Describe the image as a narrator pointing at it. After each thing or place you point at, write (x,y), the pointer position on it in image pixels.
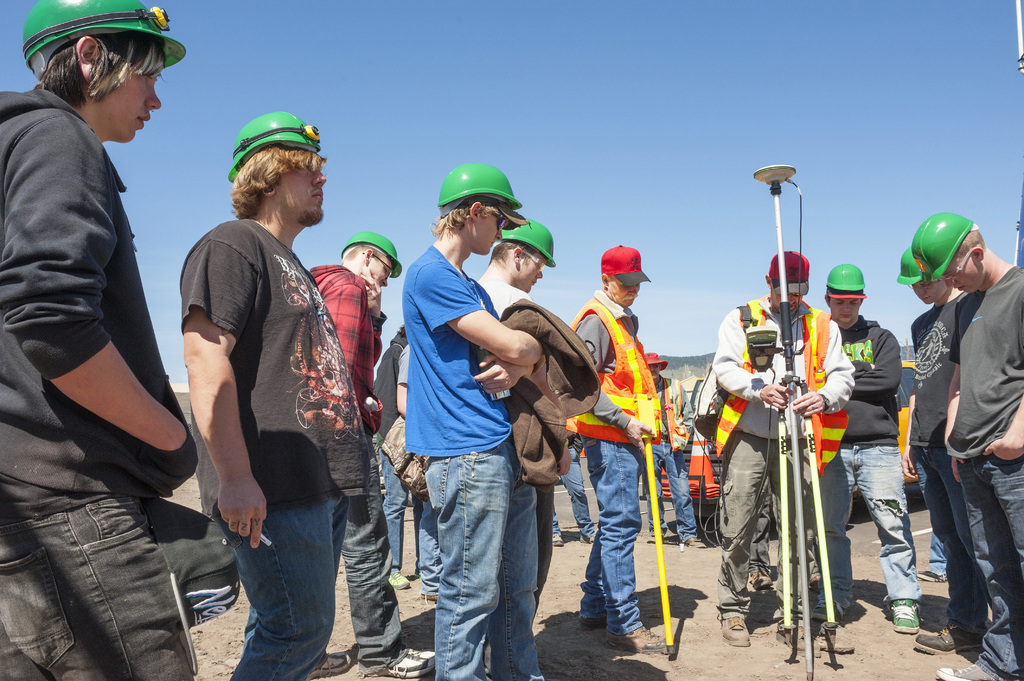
In this image at the top (407,144) there is the sky (954,146), in the foreground (491,354) there are few peoples (77,202), one person (722,371) holding a stand (785,479), behind them there is a vehicle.
